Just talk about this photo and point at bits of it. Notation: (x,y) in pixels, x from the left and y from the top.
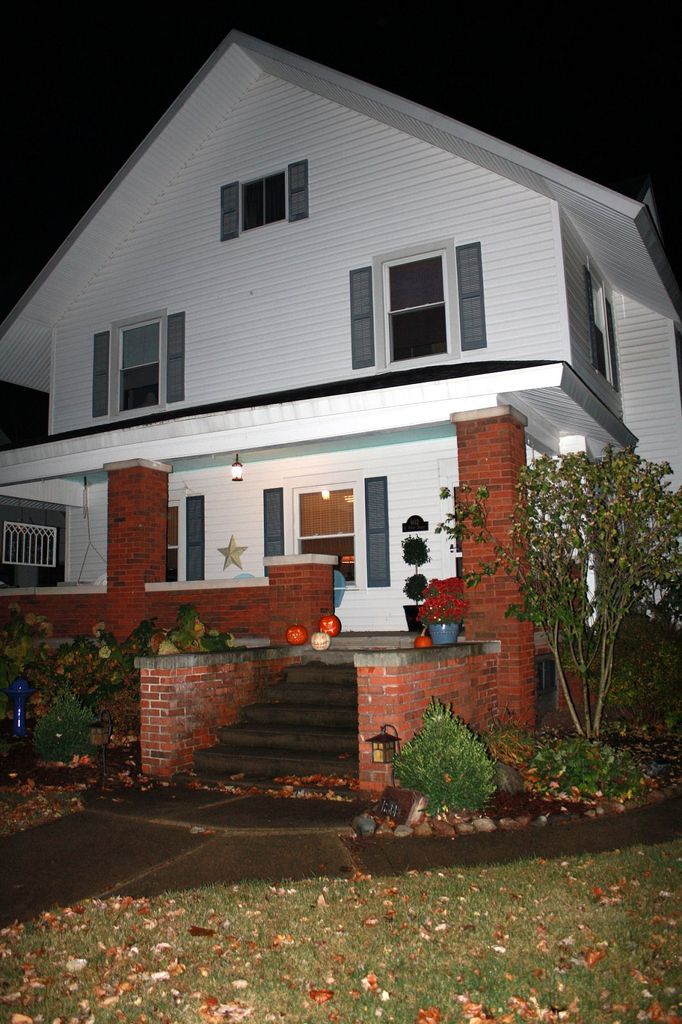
This picture shows a house (595,219) and a sidewalk (413,856) and stairs (241,729) to enter into the house (370,551) and a tree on the side of the house (561,447).
